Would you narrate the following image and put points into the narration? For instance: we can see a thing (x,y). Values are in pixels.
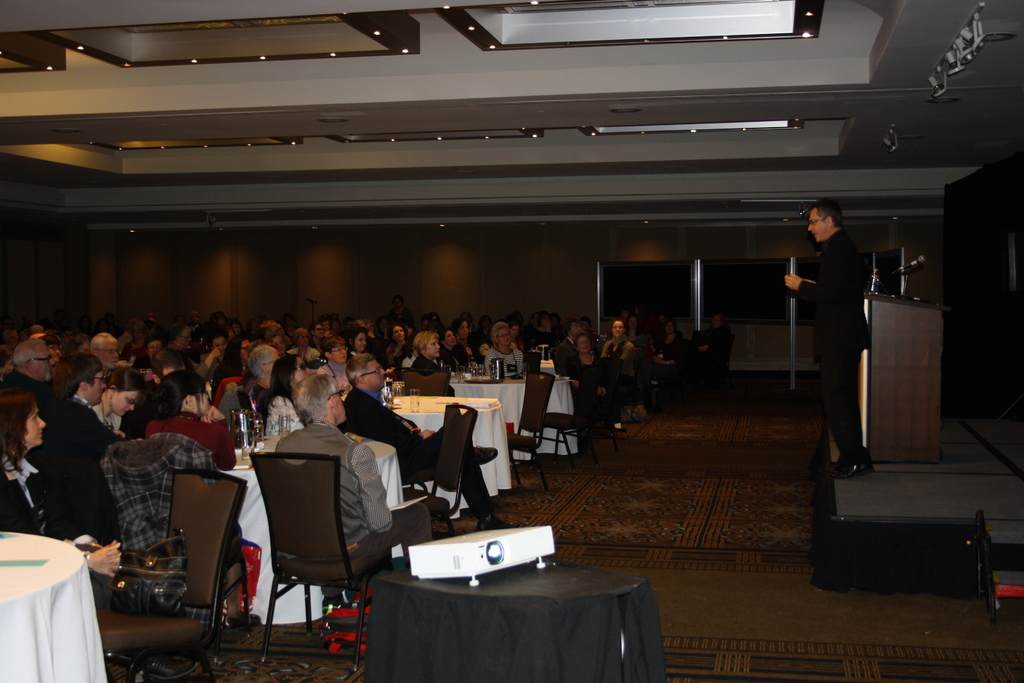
This person (854,241) is standing on a stage (849,481). Beside this person (852,355) there is an podium (920,340) with mic (925,257). Every person (556,335) is sitting on a chair (282,518). In-front of this person (367,471) there is a table (244,474), on a table (234,465) there is a glass (262,428) and jar (240,431). On this chair (197,548) there is a bag (160,563). On this table (533,623) there is a projector (446,571).
